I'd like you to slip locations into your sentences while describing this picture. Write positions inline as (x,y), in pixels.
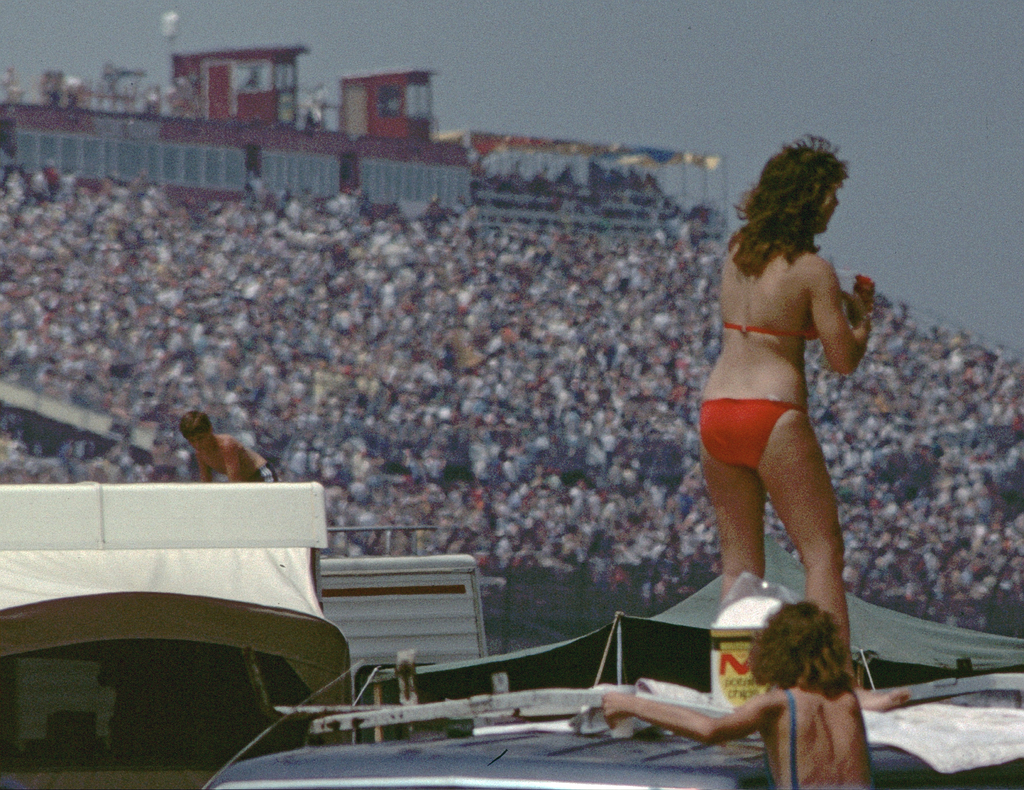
In this image I can see some people (766,702) on the vehicle (543,754). I can see the background (379,229) is blurred.
